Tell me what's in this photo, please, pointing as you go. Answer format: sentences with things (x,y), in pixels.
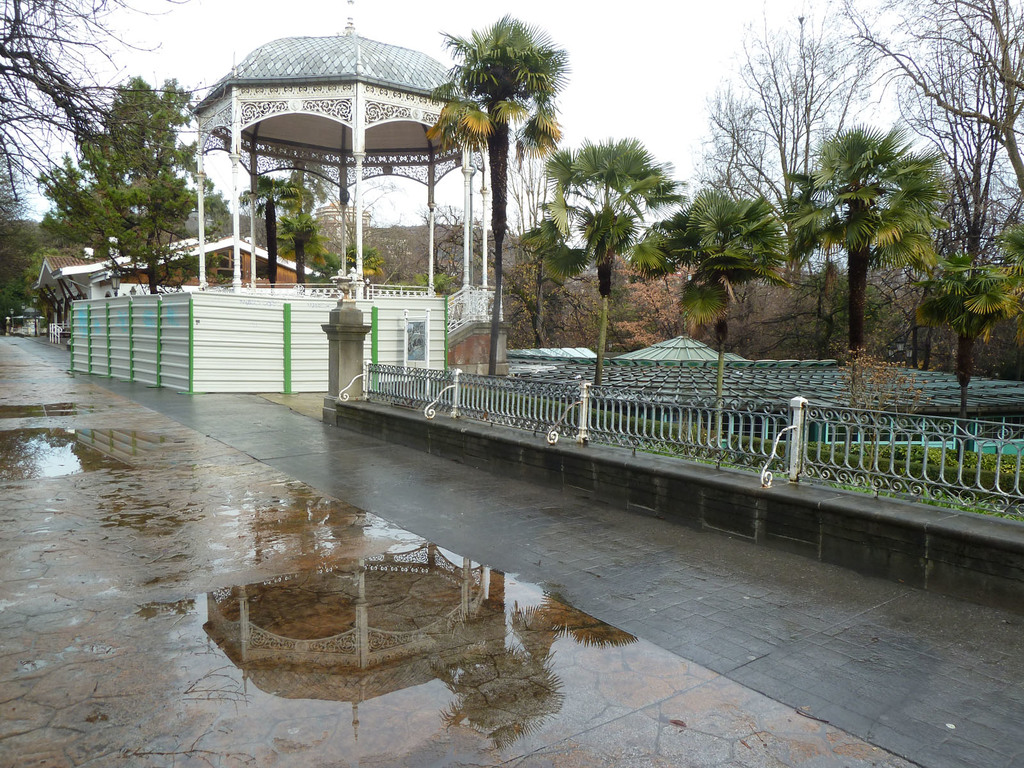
This picture is clicked outside. In the foreground (452,628) we can see the pavement (624,569) and the wall (948,510) and we can see the plants (994,462), trees (800,249) and the metal fence (849,421). In the center (358,259) we can see a gazebo (349,144) and a shed (211,269). In the background (75,0) we can see the sky (574,59), trees (294,188) and some other objects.
